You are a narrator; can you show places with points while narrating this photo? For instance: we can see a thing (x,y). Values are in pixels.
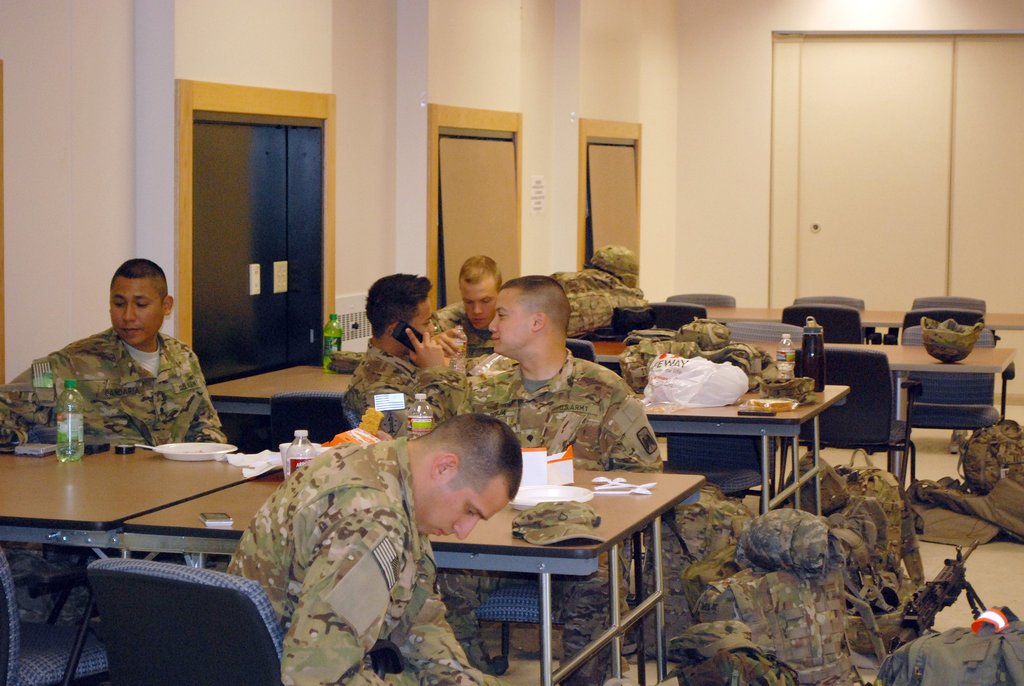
The image is taken in the room (649,308). The room (489,476) is filled with tables (208,488) and chairs (847,366). We can see many soldiers (469,340) in the room (709,448) who are sitting on the chairs (183,606). There are bottles (80,433), plates (212,458), caps (554,523), covers (736,391), some food (772,399) placed on the table (641,524). In the background (793,186) there are doors (607,203) and a wall (681,116).
